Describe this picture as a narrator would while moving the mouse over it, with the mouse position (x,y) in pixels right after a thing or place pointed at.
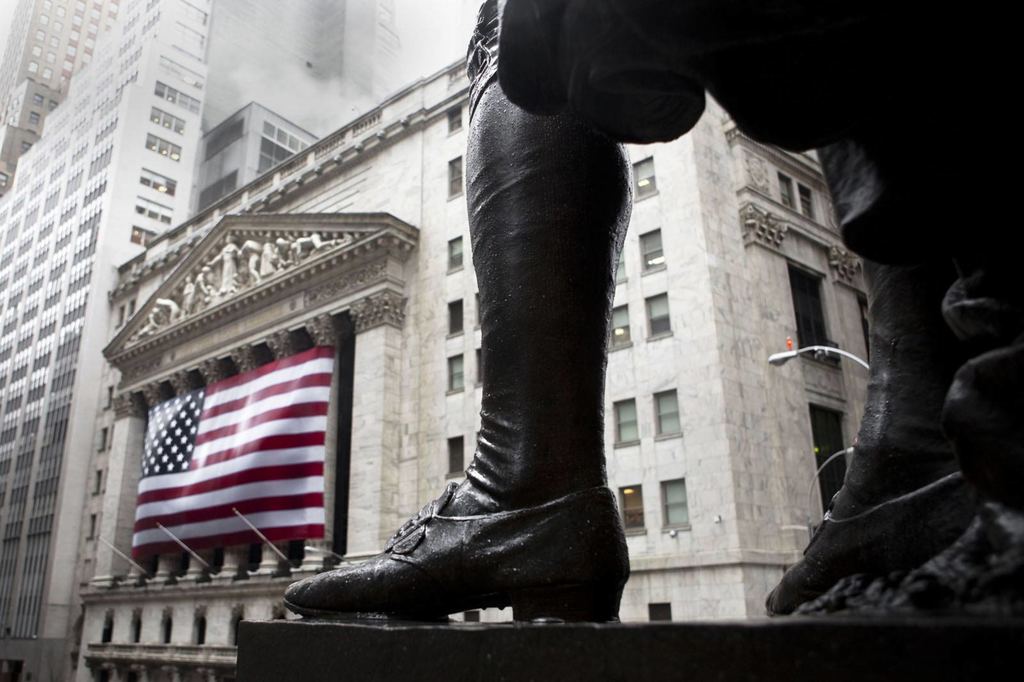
This picture is clicked outside. On the right (983,326) we can see the sculpture (696,24) of a person (408,587). On the left (58,244) we can see the buildings (236,335), flag (206,460) and many other of sculptures (224,272) of persons (227,258) and we can see the windows (66,390) of the buildings (370,308). On the right (787,359) we can see the street light (804,352).
